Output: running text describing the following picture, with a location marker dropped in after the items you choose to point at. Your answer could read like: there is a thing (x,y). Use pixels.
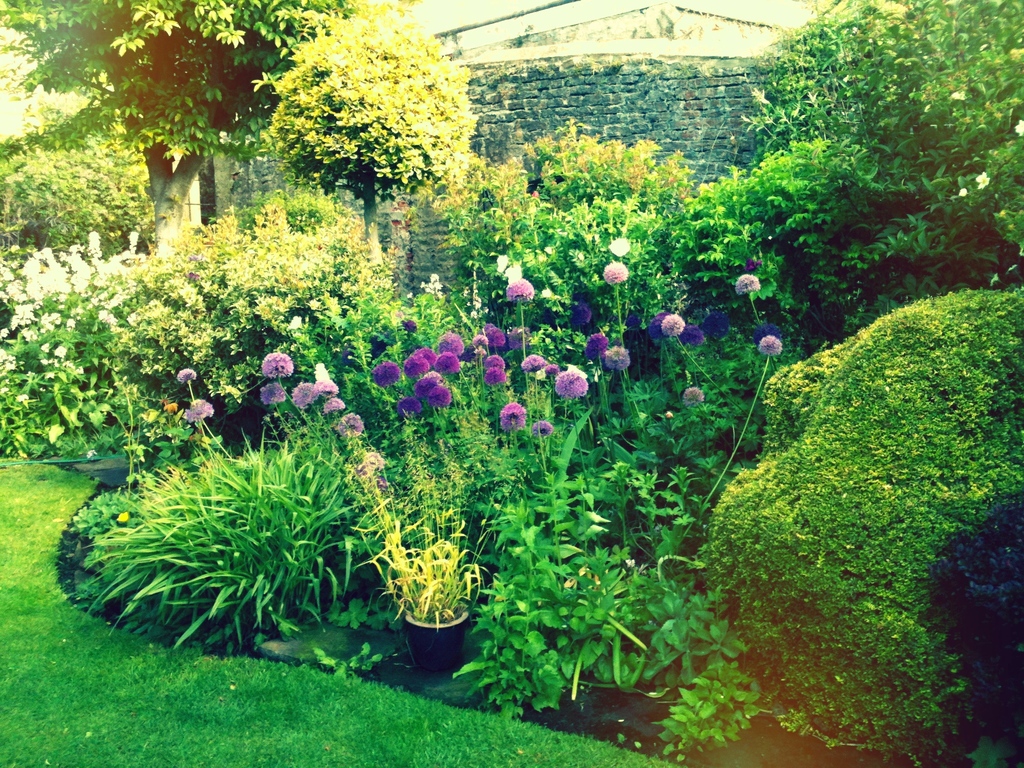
In the image there are flower plants (463,394) and many other plants (510,363) and trees (216,84) on the grassland (260,690) and behind there is a wall (531,109).
